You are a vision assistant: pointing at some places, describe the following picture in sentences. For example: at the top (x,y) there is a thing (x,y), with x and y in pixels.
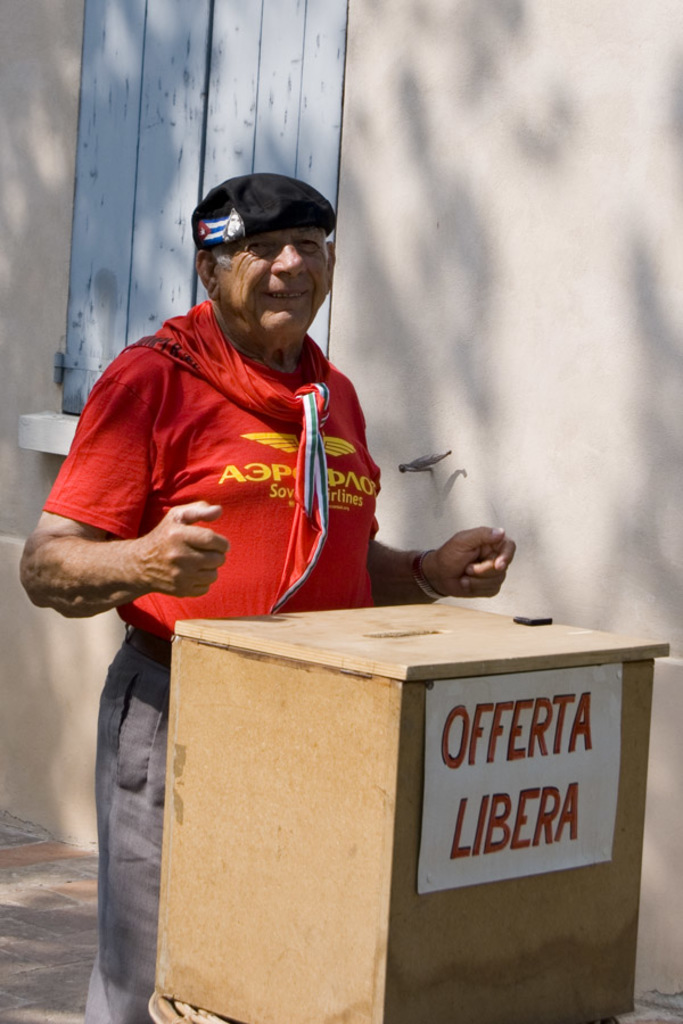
In the center of the image (344,597) there is a person (252,570) wearing red color t-shirt (358,586) and black color cap (222,216) standing near a podium (290,679). In the background of the image (426,364) there is wall (405,91). There is a window (111,253).
